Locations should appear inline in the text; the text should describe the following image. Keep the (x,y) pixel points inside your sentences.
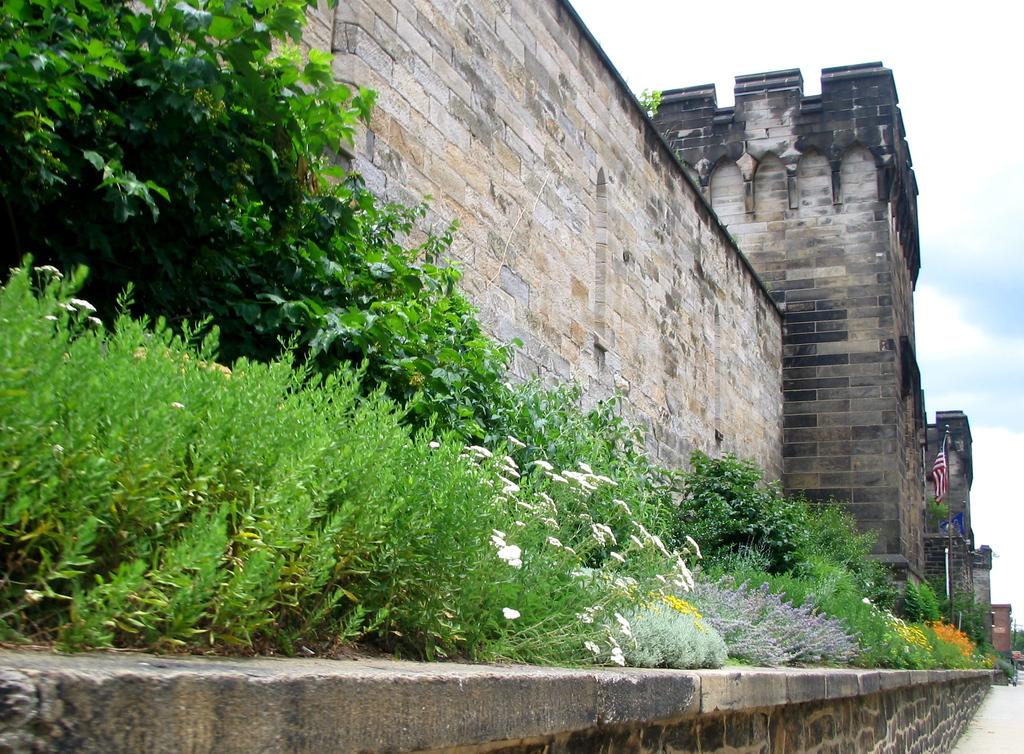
In this image I can see a building (744,391) and in the front (377,461) I can see number of plants (453,510) and number of flowers (768,603). On the right side of the image (1022,741) I can see a flag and a path (978,713). On the top right side of the image (925,79) I can see clouds (944,297) and the sky (944,297).
